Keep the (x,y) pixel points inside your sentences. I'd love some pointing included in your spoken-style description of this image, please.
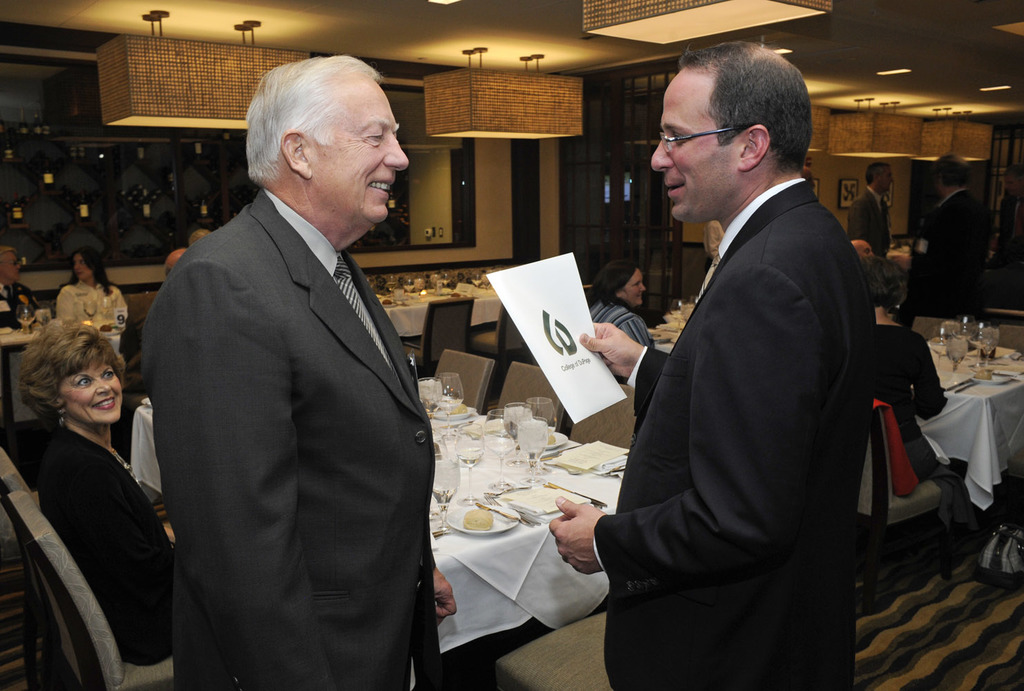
There is a person (747,389) with black color suit (685,372) holding white color paper (553,306) talking to a opposite to person (300,379) and that the back there is a women (117,480) with black color dress (130,551) watching this two persons (672,531) and on the table (491,558) there are glasses (456,479) and plates (506,510) with food (482,514) and at the back (96,292) there are people (99,291) sitting on the chairs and here at that the back people (953,246) are walking.
